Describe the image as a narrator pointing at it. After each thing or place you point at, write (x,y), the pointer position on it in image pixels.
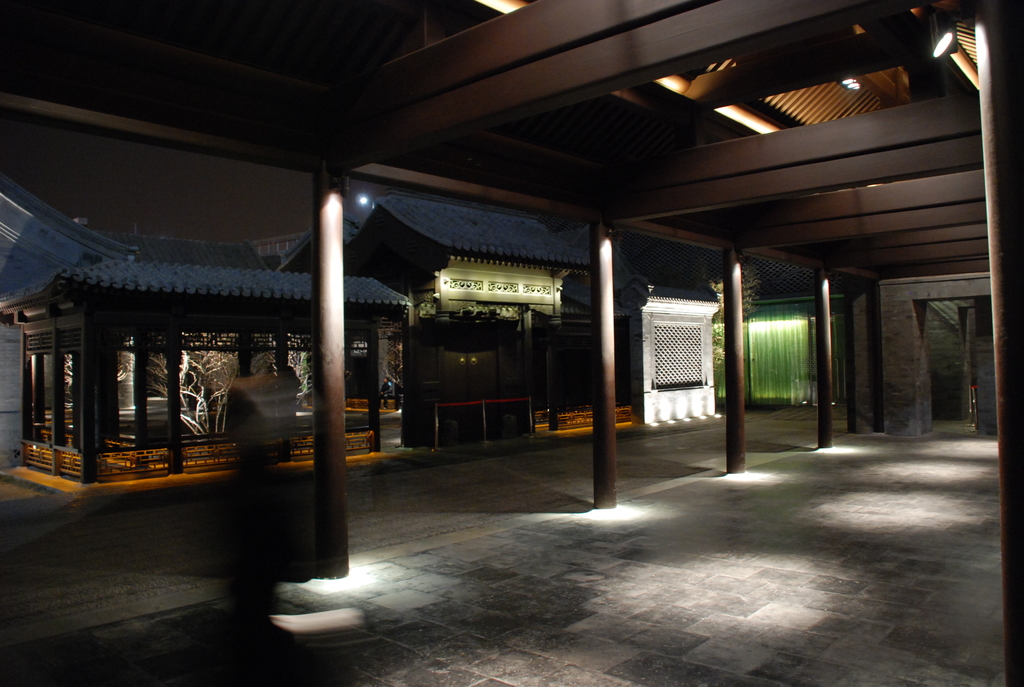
In this picture we can see inside view of the hall (893,514). In the front (602,349) we can see the wooden pillars (610,335) and roof shed (254,282). On the top (656,221) we can see the wooden truss ceiling (668,64).
